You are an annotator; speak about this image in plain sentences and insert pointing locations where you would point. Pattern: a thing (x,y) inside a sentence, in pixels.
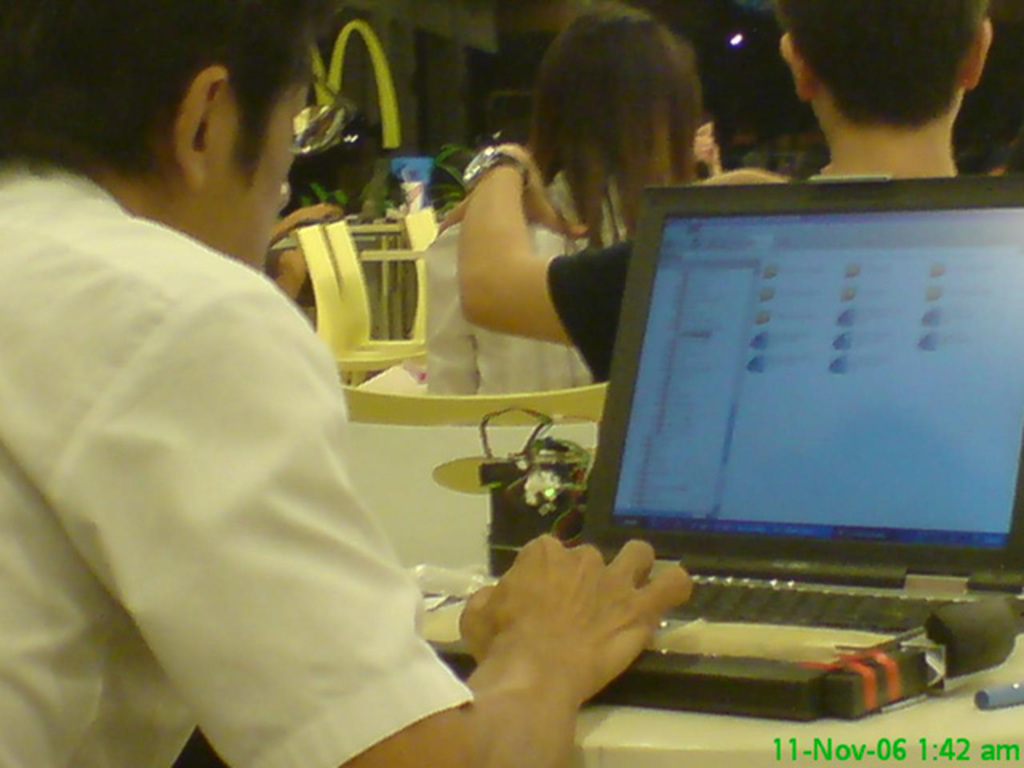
In this image we can see a person (269,410) operating a laptop (800,520), he is wearing a white shirt (261,500) and spectacles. There are other people (697,127) at the back (901,96).
